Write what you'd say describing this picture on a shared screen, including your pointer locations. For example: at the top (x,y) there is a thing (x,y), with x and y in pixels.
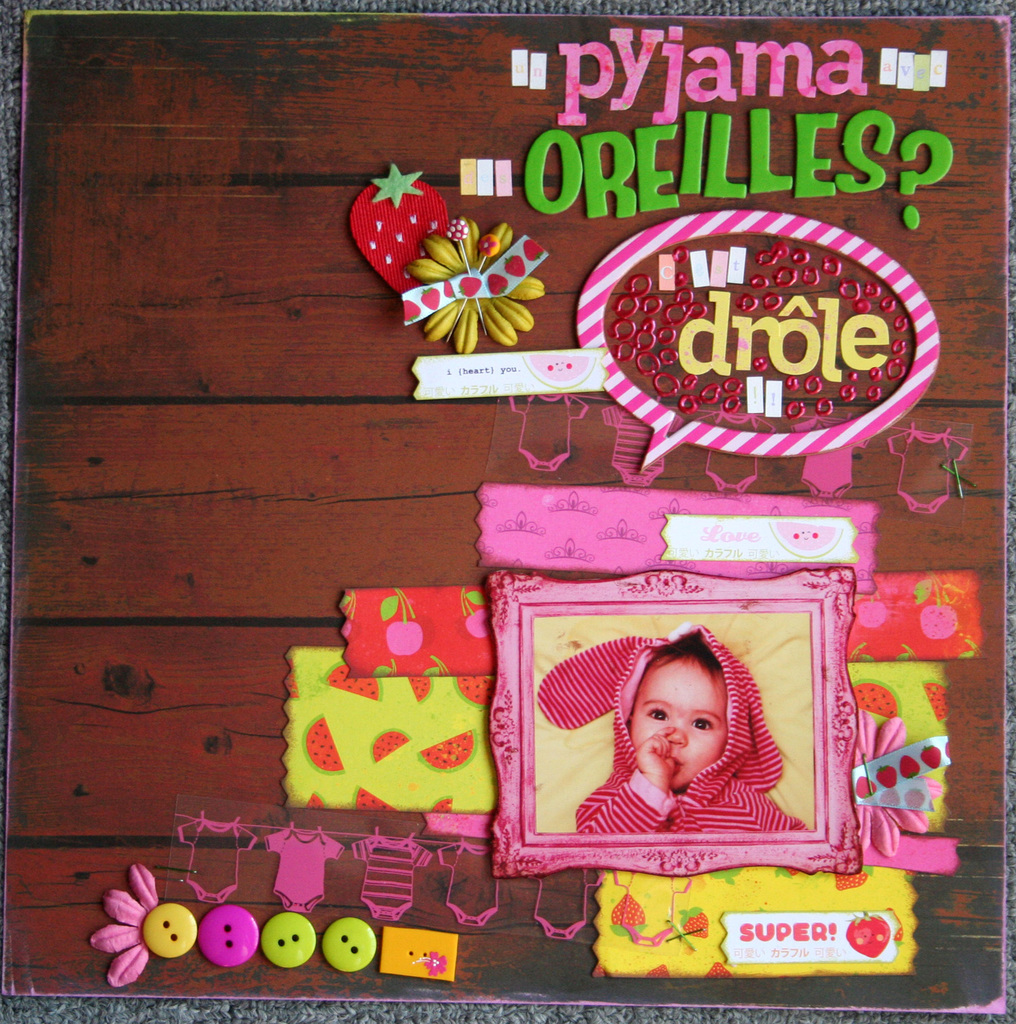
In this picture we can see a photo frame (668,721) here, we can see a cloth (449,653), some text (665,260) and clips (331,931) here.
